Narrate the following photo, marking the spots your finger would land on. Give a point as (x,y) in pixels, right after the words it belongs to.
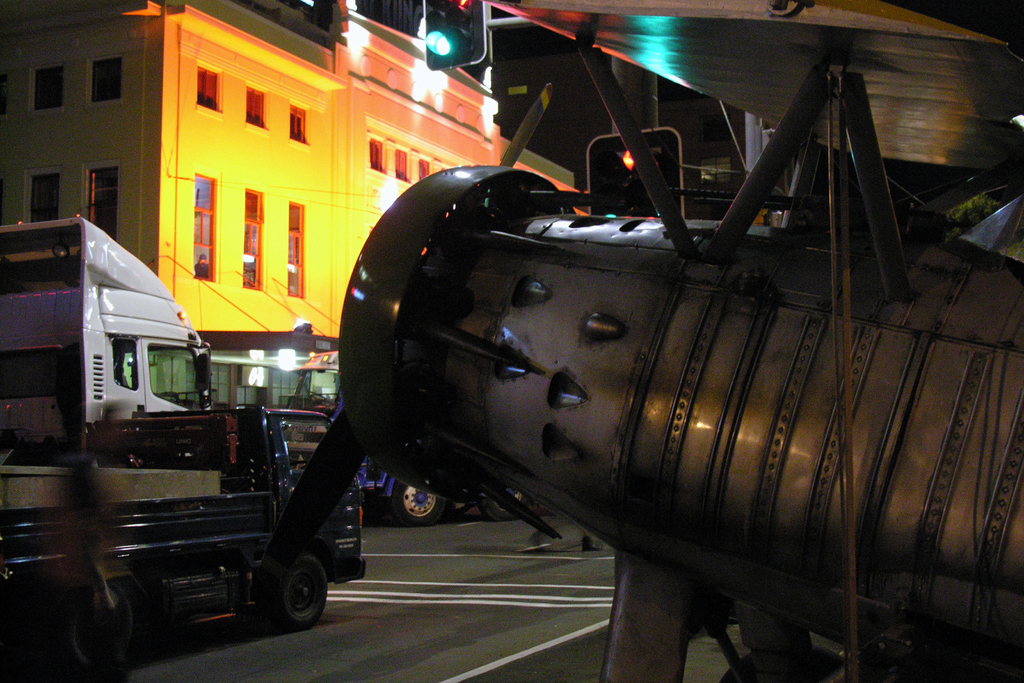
This image is taken during the night time. In this image we can see the buildings (346,139), lights (420,83), light pole (642,94), wires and also the vehicles (208,510) passing on the road (524,554). On the right (751,398) we can see the plane (999,383).
